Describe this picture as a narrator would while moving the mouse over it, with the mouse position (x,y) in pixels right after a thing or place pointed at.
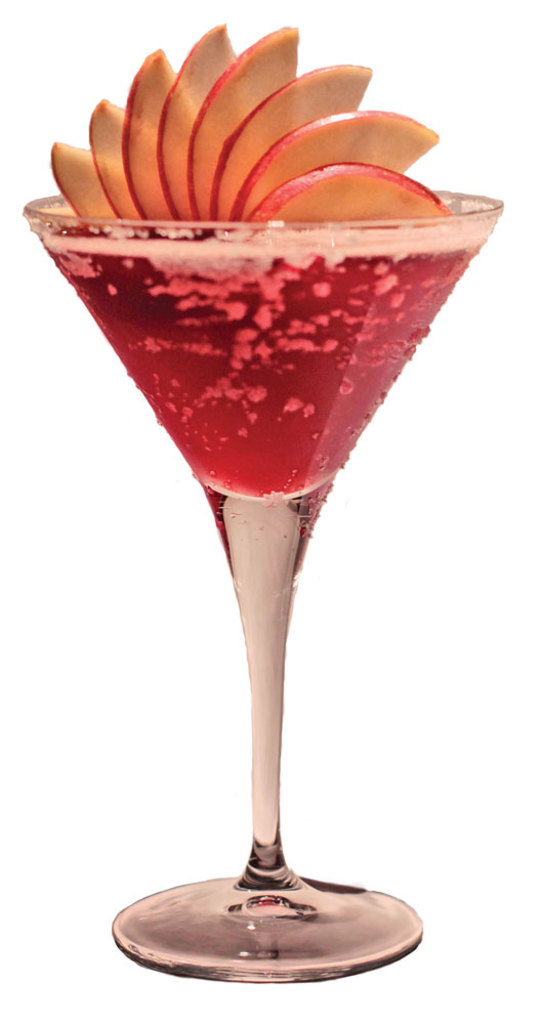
In this picture I can see there is a glass (289,230) of juice (388,310) served and there are apple slices (219,151) placed and in the backdrop (472,166) there is a white surface (37,34).
